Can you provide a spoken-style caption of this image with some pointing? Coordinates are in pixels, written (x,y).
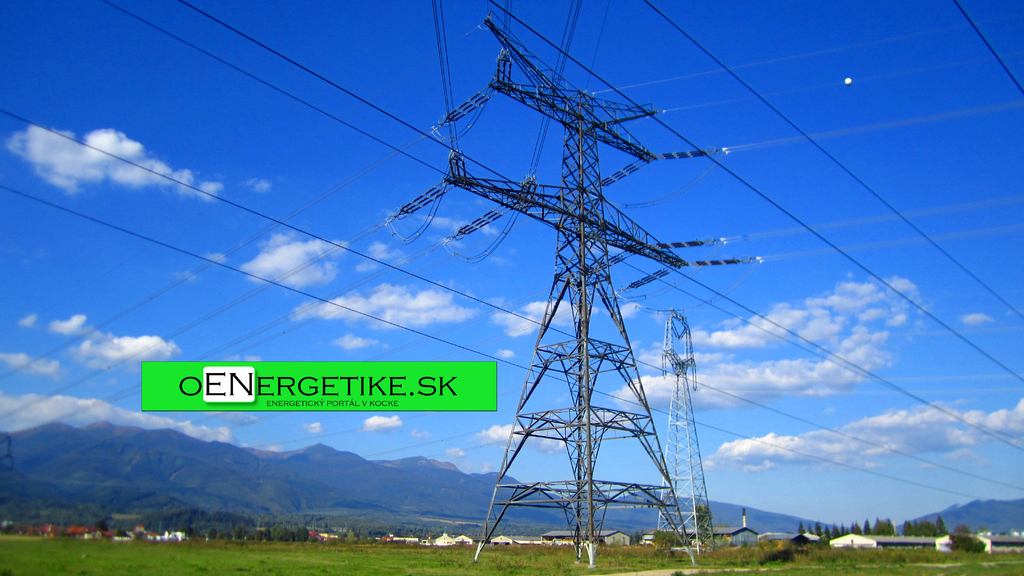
In the center of the image (578,333) there are towers (456,170). There are electric wires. At the bottom of the image (227,557) there is grass (378,559). There are mountains (418,485), trees (344,534), houses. In the center of the image (440,366) there is a logo (238,402).
